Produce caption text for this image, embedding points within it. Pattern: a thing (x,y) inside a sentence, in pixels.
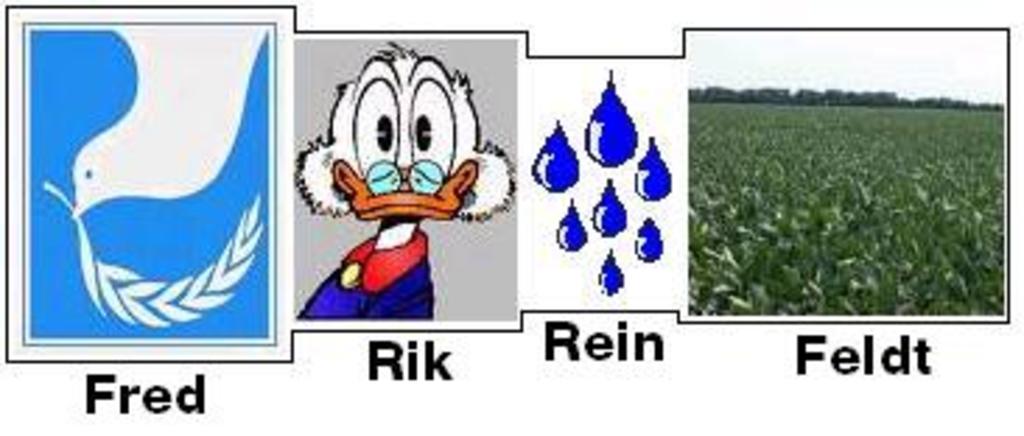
In this image I can see animated pictures of a bird (143,168), scrooge mcduck (438,192) and raindrops (603,228). On the right (944,266) I can see a farm (838,168) and the sky (801,86). This image is taken may be during a day.
